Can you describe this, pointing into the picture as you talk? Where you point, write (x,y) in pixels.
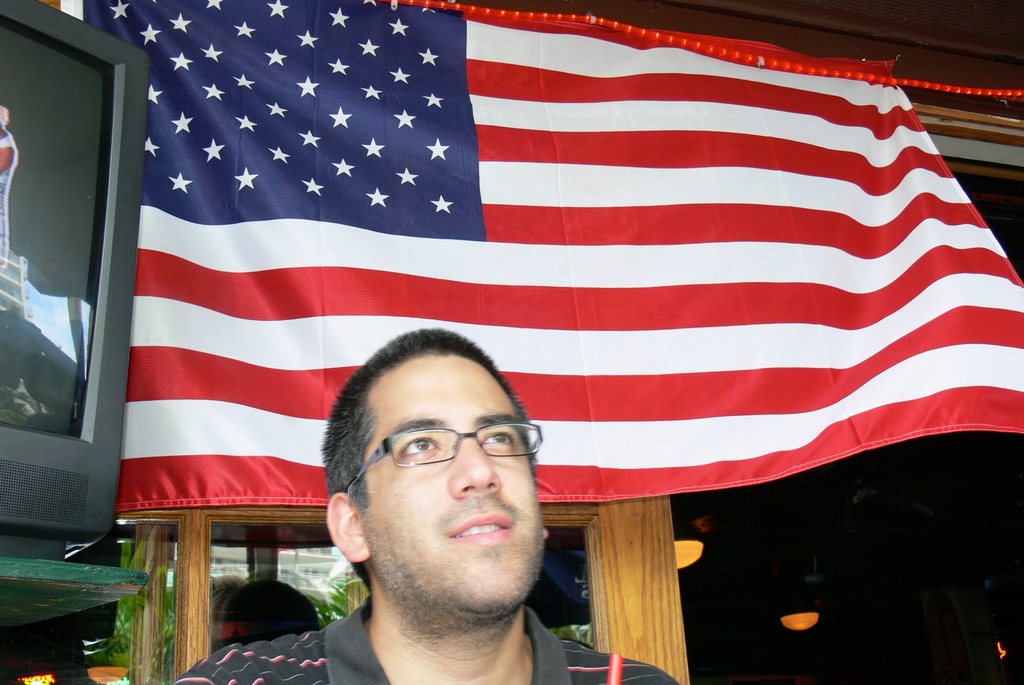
In this picture, we can see a man (388,532) and behind the man (400,479) there is a flag (428,307), television (56,149) and there are ceiling lights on the top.
